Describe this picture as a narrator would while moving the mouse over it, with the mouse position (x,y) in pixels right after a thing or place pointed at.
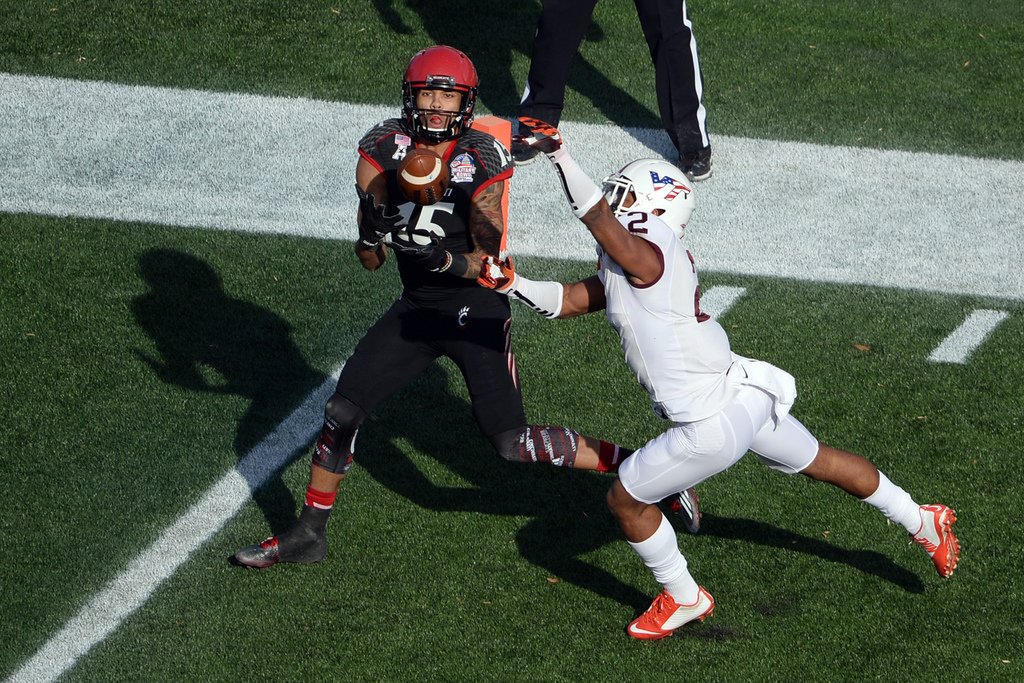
In this image there is a view of a playground (334,371), there is a grass (560,334), there is a ball (413,180), there are two players (457,94) wearing a helmet (446,85), they are wearing gloves (510,273), there is a person's leg (570,42) towards the top of the image (662,64).
